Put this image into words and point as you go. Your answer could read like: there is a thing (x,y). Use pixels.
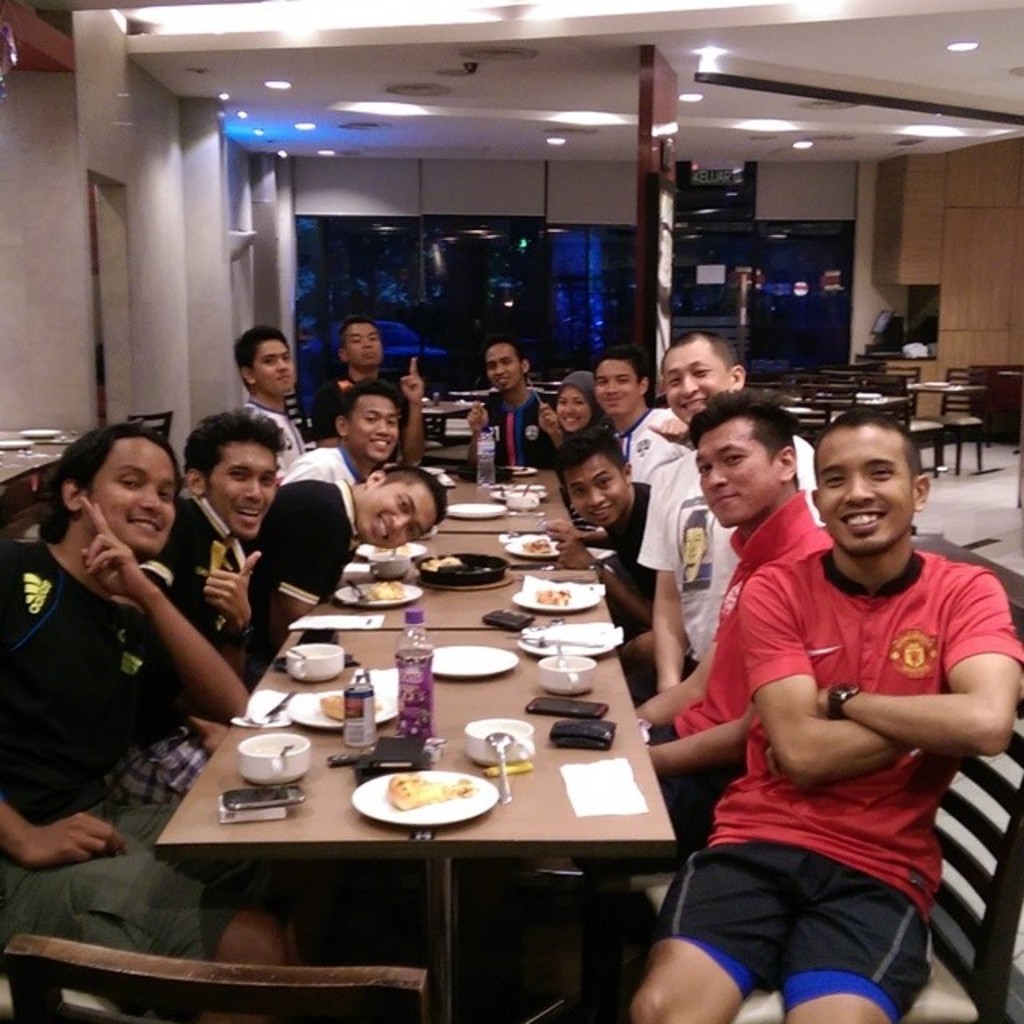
In the center (675,623) we can see group of persons (731,582) were sitting around the table (519,532). And they were smiling. Coming to the background (627,194) we can see the wall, light (593,118).
